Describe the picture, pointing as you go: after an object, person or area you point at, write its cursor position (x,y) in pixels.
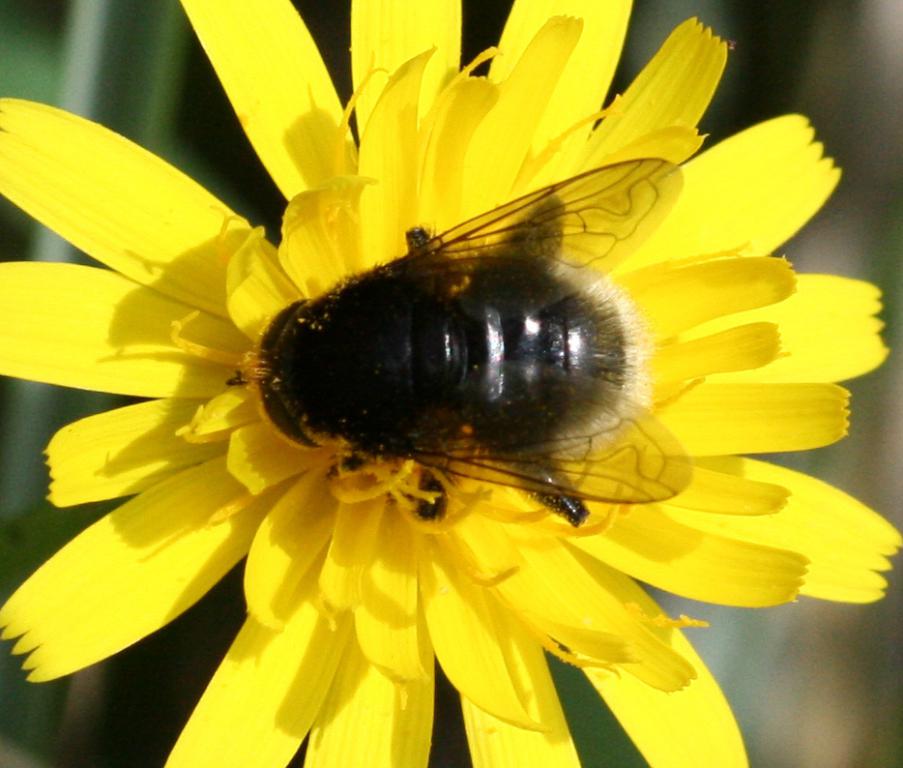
In this picture we can see an insect (378,362) on the flower (298,218).
